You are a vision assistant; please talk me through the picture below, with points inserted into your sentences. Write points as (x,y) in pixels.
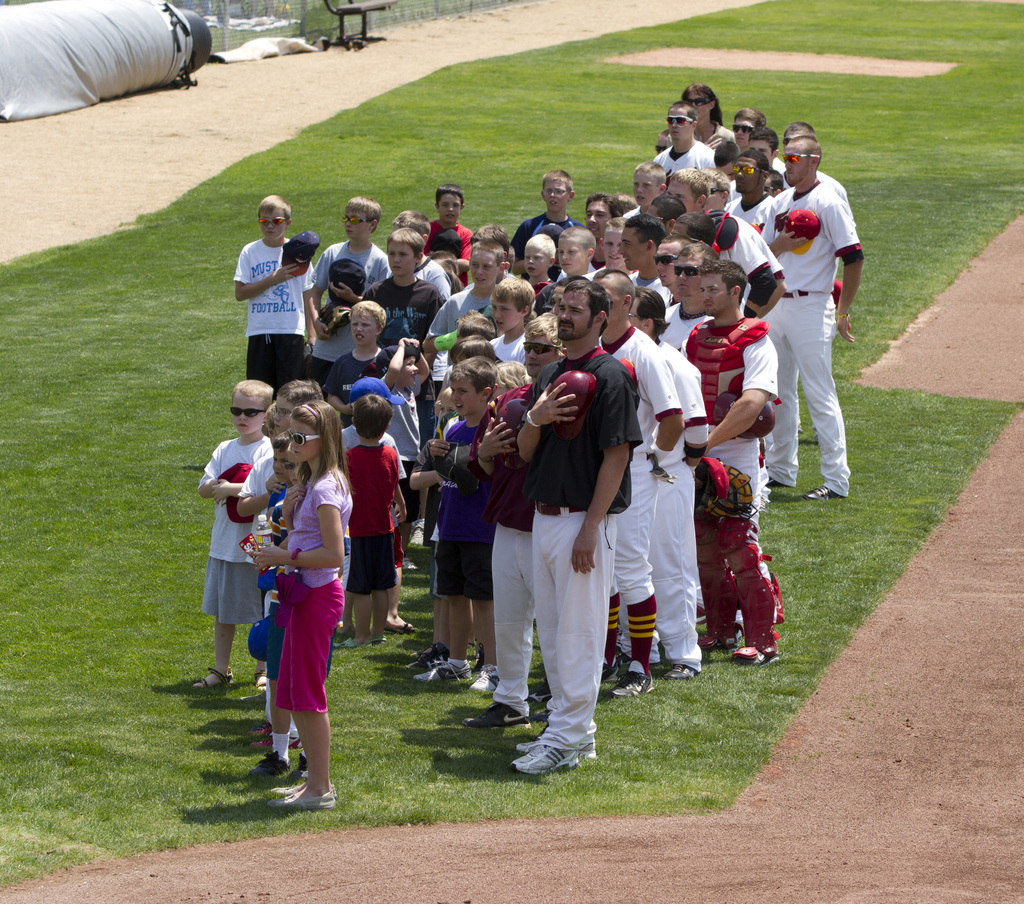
In this picture there are group of people (448,437) standing on the grass (878,162). At the back (444,4) there is a fence (369,15) and chair (379,6). At the bottom (596,780) there is grass (725,689) and there is mud (906,727).
